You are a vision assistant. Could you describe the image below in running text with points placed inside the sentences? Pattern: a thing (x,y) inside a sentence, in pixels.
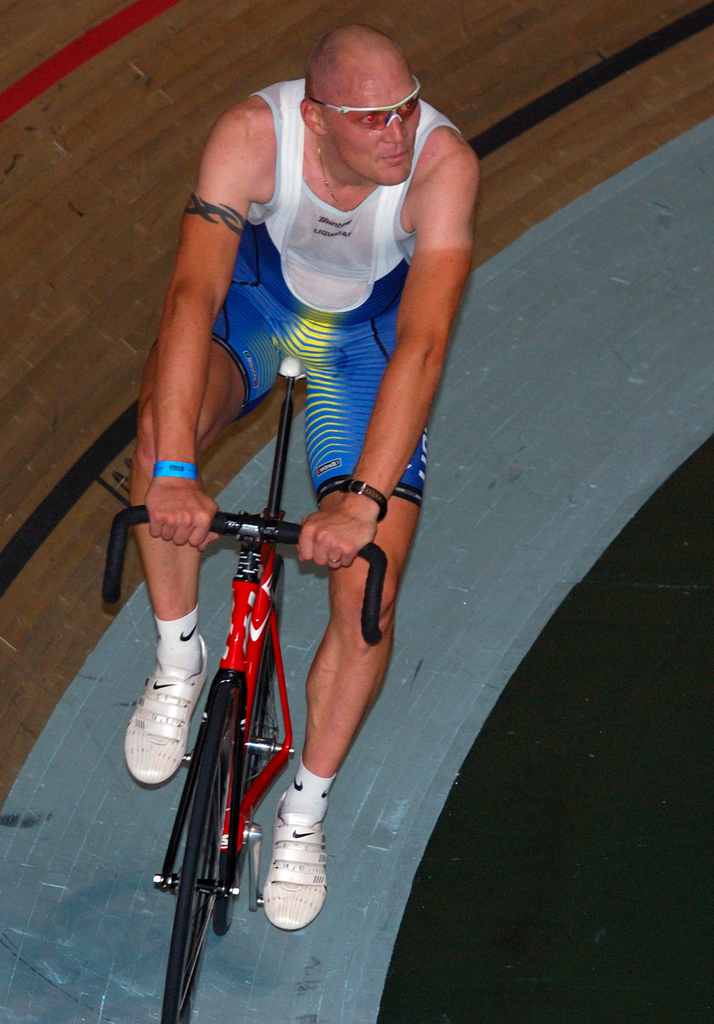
This picture is mainly highlighted with a man (391,104) wearing goggles (381,108), wrist band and riding a bicycle (266,553).
